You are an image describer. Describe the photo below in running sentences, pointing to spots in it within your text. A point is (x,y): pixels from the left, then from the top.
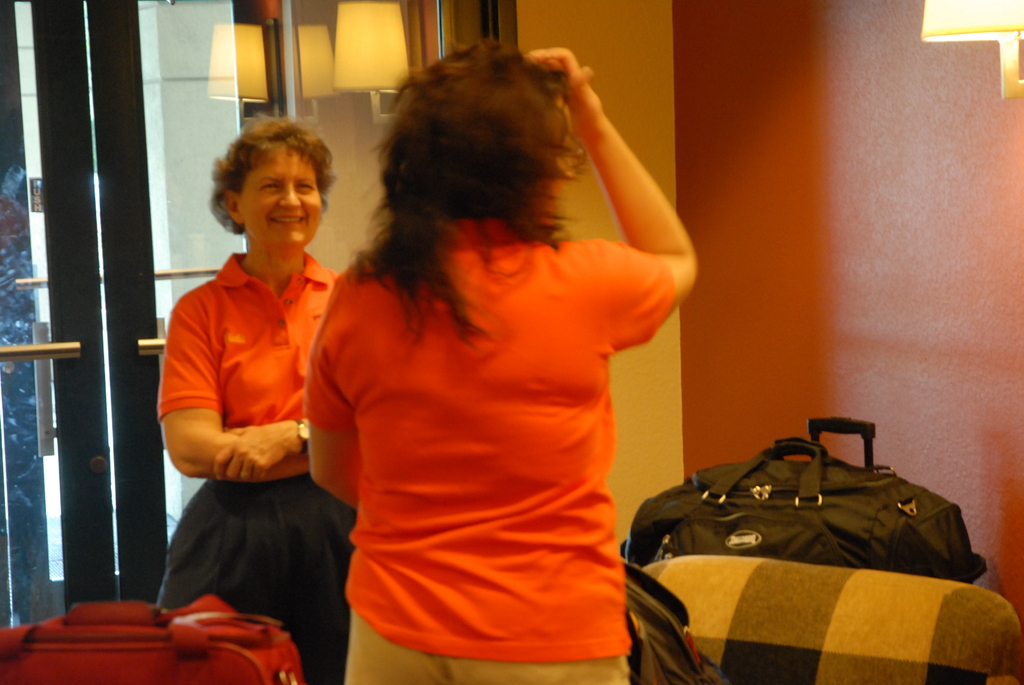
In this picture we can see two women (428,250), one is smiling, beside to them we can find baggage (796,554), in the background (141,236) we can see doors (128,214) and a light (980,12).
